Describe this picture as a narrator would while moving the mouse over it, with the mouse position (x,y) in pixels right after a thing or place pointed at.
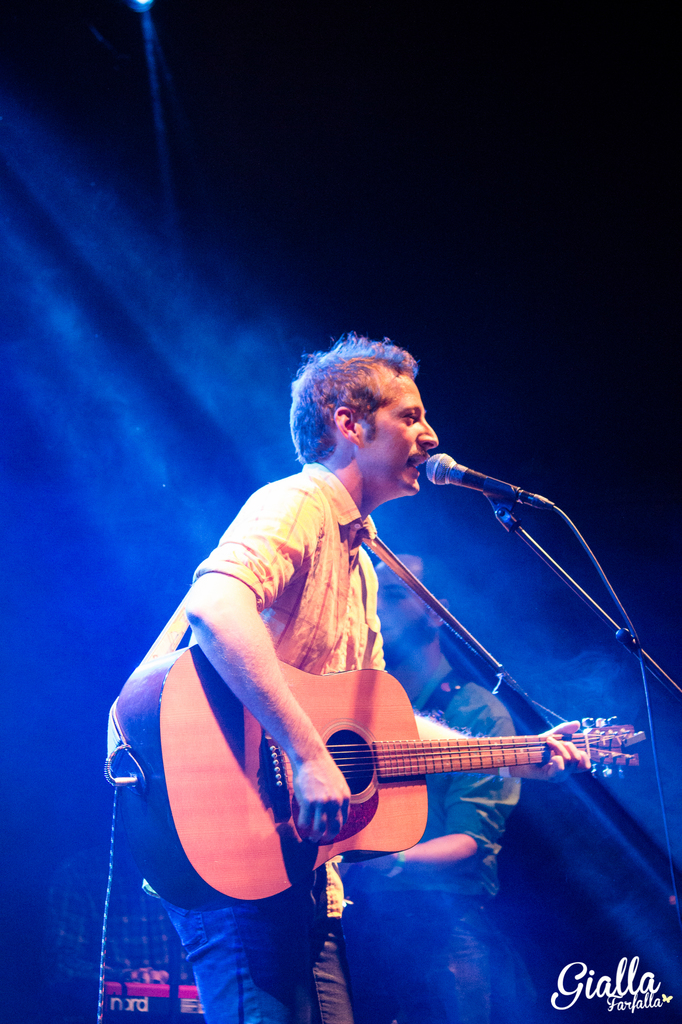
In the middle of the image (340,445) a man (344,406) is standing and playing guitar (355,822) and singing. Behind him there is a man (390,964) standing.
